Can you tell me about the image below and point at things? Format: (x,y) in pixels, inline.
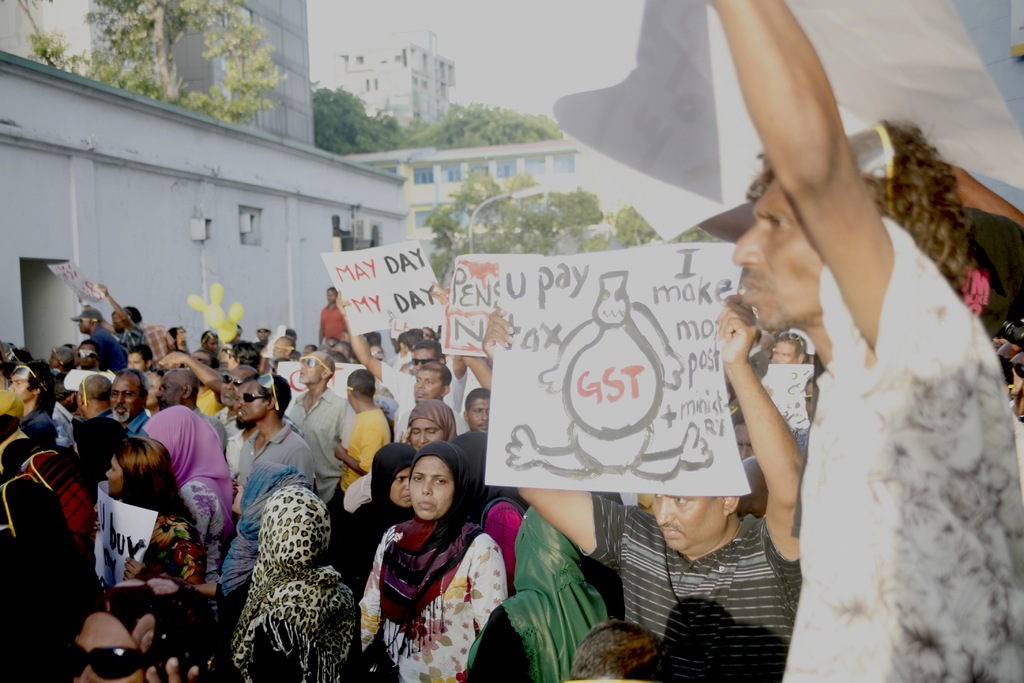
In this image there are few persons (972,635) holding boards (697,394) in their hands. Few persons (373,444) are standing. There are few women (403,532) wearing scarfs (328,600). Few persons (243,401) are wearing goggles (264,395). Behind them there are few trees (448,218) and buildings (343,190). Top of image (478,65) there is sky (458,77).
